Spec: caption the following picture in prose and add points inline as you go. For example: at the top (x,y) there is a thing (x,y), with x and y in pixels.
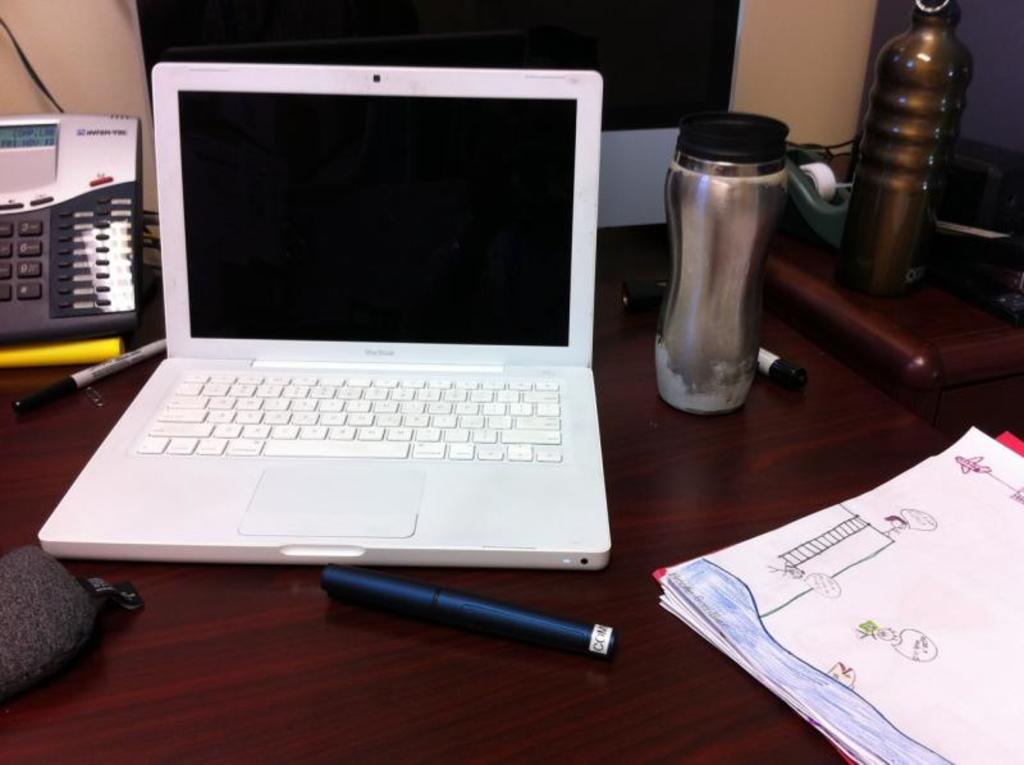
In this image I see a laptop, few pens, papers (1013,479), bottles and a telephone (2,278).
